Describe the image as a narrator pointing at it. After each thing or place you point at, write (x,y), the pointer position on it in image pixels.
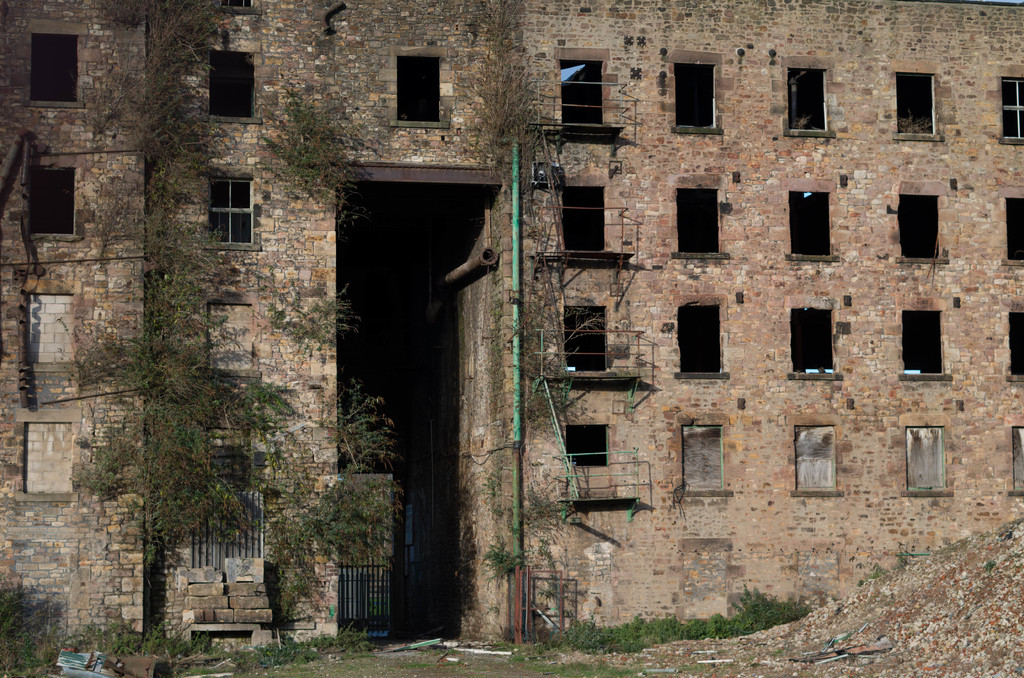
In this image there is a building (807,179). There are windows (588,435), a railing (574,106) and a pipe (517,260) on the wall (479,421) of the building (479,421). There is a railing (356,617) in between the building (409,591). There are plants (227,415) on the walls (323,294) of the building (571,350). There are a few objects (115,667) and grass (287,658) on the ground (791,645).
